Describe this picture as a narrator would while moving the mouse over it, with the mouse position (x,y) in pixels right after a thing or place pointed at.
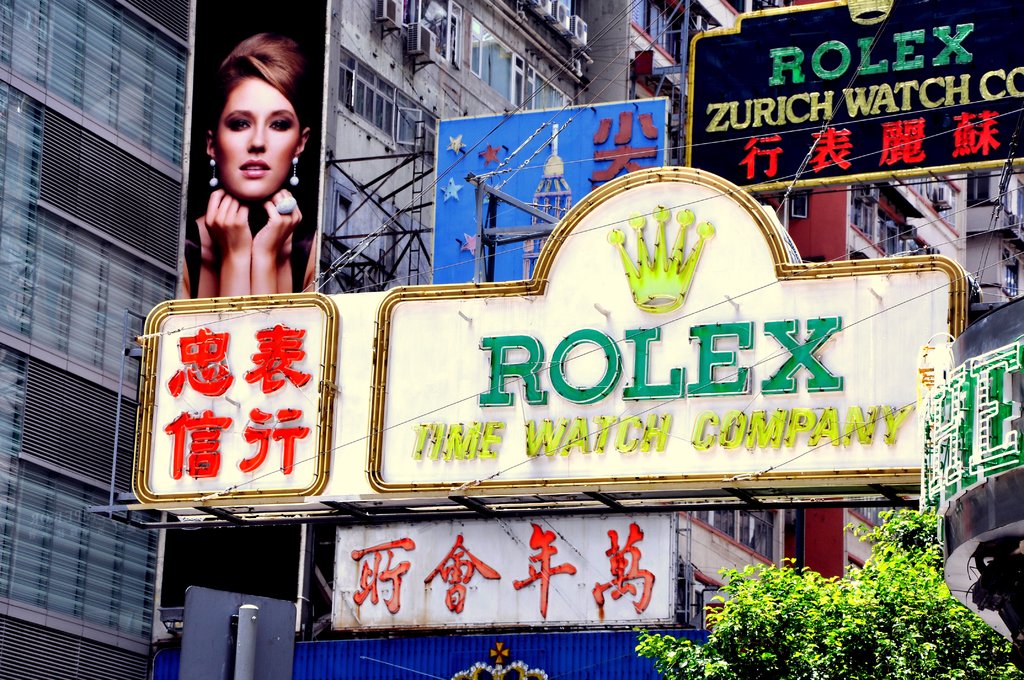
In the middle of the picture (581,305), we see the hoarding boards (429,361) in white, blue and black color with some text (884,68) written. On the right side (1008,356), we see the board (988,408) with some text (963,419) written in green color. At the bottom (850,636), we see the trees (840,612) and a board (328,660) in blue color. We see a banner (282,128) or a board (231,118) in black color containing the image of the woman (235,213). She is serious. In the background (143,224), we see the buildings (134,274), windows (525,82), wires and a pillar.
